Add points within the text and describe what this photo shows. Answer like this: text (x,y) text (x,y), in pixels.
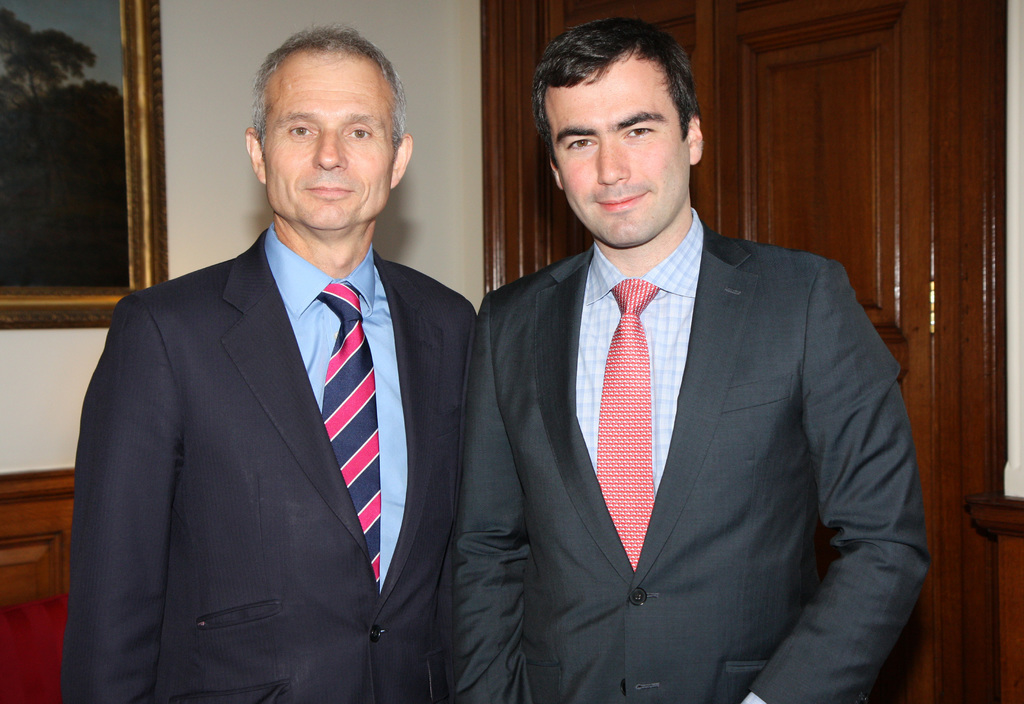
In this image in the front (364,349) there are persons (507,463) standing and smiling. In the background (108,147) there is a frame (118,181) on the wall (201,168). On the right side (812,138) there is a cupboard (823,150).
